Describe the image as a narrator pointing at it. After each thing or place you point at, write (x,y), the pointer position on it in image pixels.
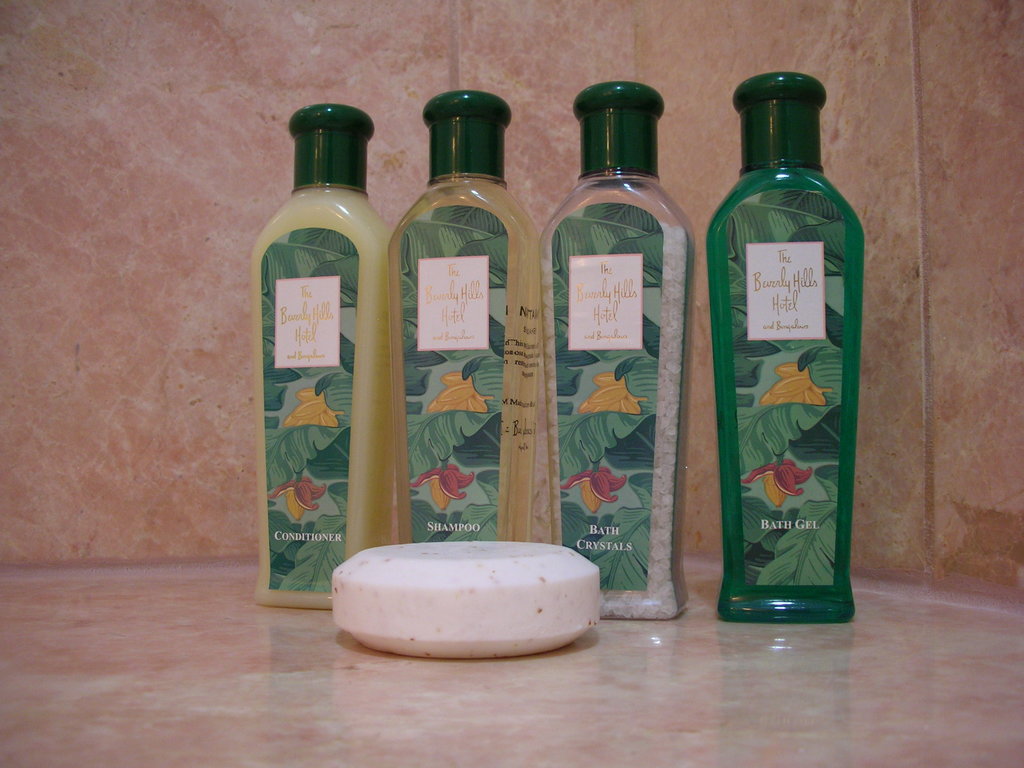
In this picture i can see background (145,208) there is a wall (202,121) and there are green color 4 bottles (354,304) kept on the floor (742,642), and there is a soap (482,598) that is in white color kept on the floor (396,737) and there is some text (299,303) written on green color bottle (299,346). and bottle (295,396) with colorful design (305,479).
